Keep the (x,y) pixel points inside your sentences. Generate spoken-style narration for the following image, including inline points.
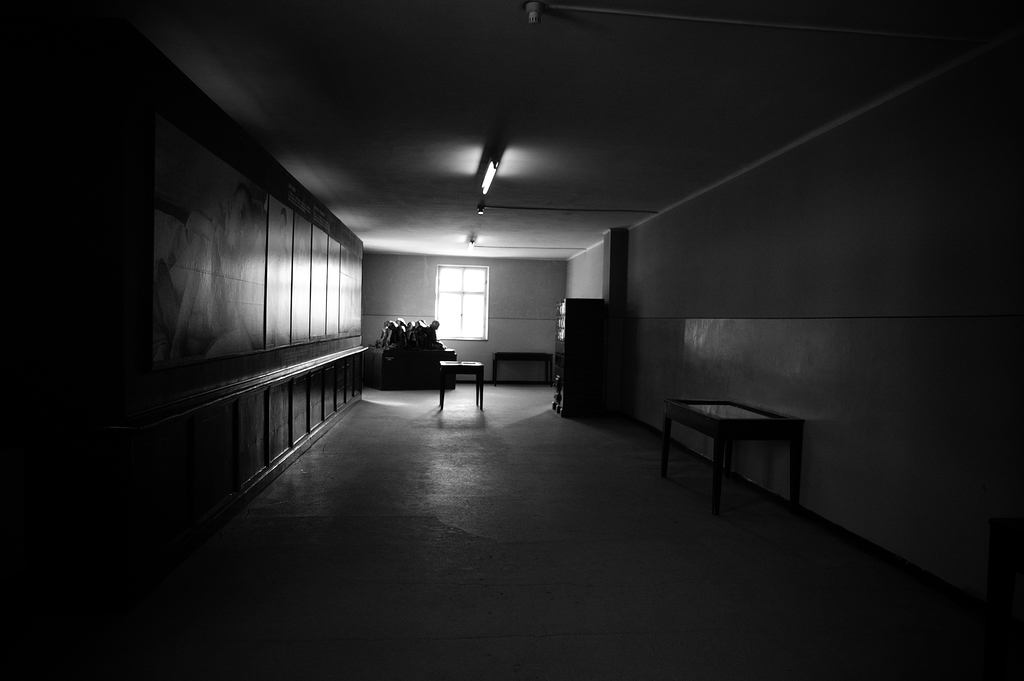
This image is clicked inside a building (505,564). On the right (719,443) there are cupboards (599,372), table (726,435). On the left (274,359) there are cupboards (238,436). In the middle (485,382) there is a table (476,369), sculpture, window (479,336) and wall (504,349). At the top (496,171) there is light (496,160).
